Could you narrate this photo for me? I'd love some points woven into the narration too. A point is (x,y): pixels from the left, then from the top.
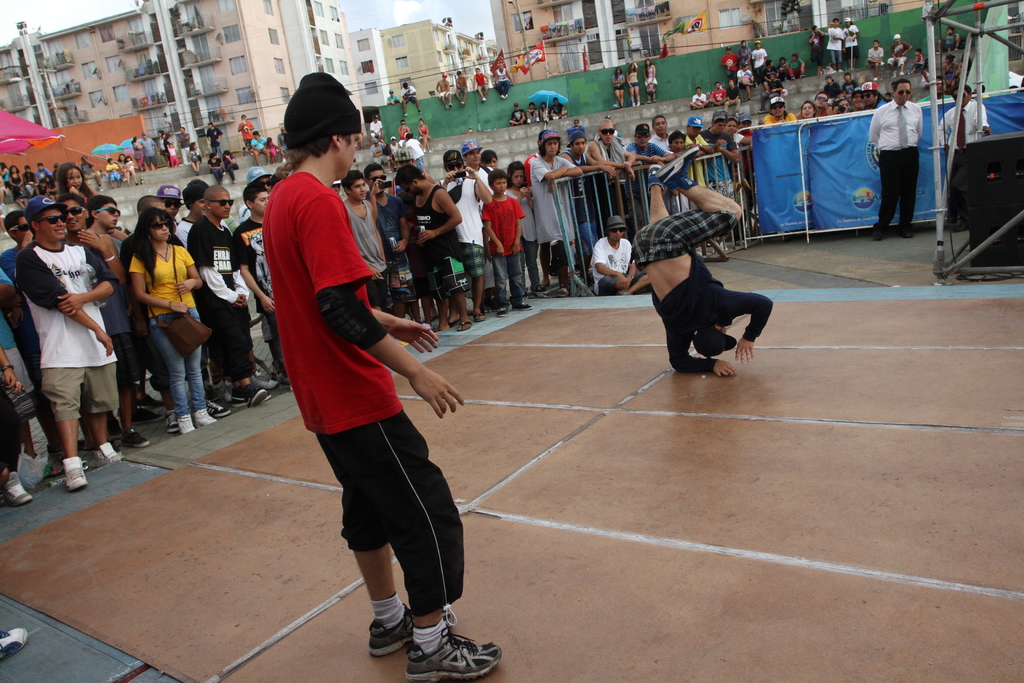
In this image we can see many people (338,153). Some are wearing caps (166,197). Some are wearing goggles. In the back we can see railings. Also there is a stand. In the background (826,25) there are buildings (151,48) with windows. Also there is sky (485,14) with clouds (473,11).
